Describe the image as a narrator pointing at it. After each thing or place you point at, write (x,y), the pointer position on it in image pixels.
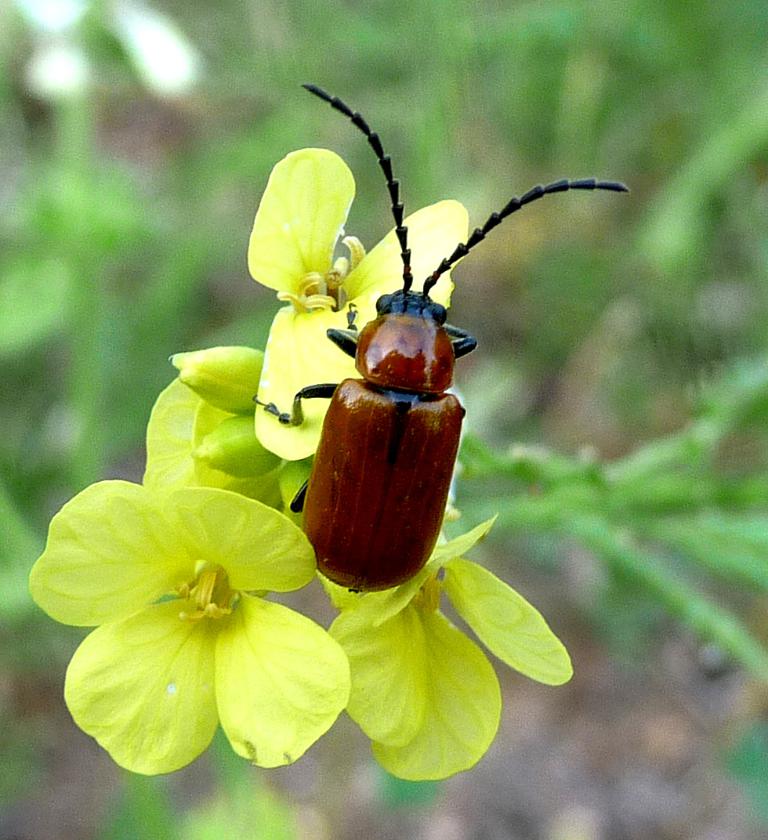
In this picture we can see a bug (348,433) on the flower (325,378). On the left side of the bug (329,446) there are buds (206,387) and flowers (215,568). Behind the flowers (186,531) there is the blurred background (70,315).
